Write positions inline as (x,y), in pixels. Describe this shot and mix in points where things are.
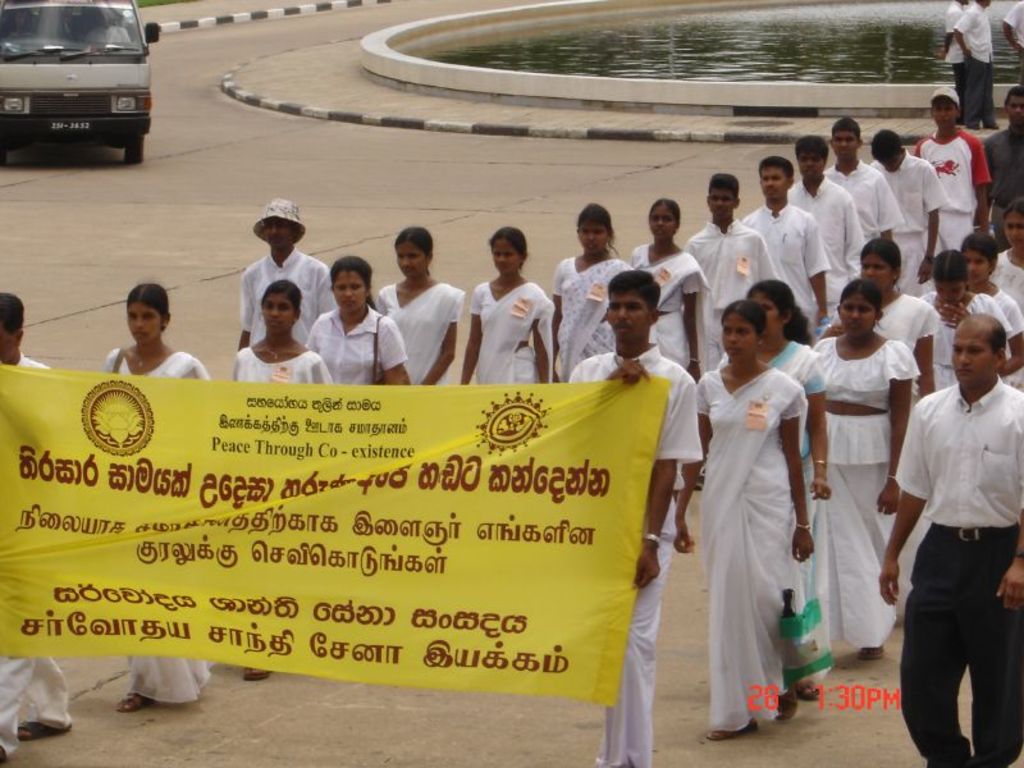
There are group of people (639,259) walking on the road (75,203). I can see two people (669,369) holding a banner (295,480) and walking. This looks like a van (84,95), which is moving on the road (86,221). These are the water (761,53) flowing. I can see the watermark (813,700) on the image.
